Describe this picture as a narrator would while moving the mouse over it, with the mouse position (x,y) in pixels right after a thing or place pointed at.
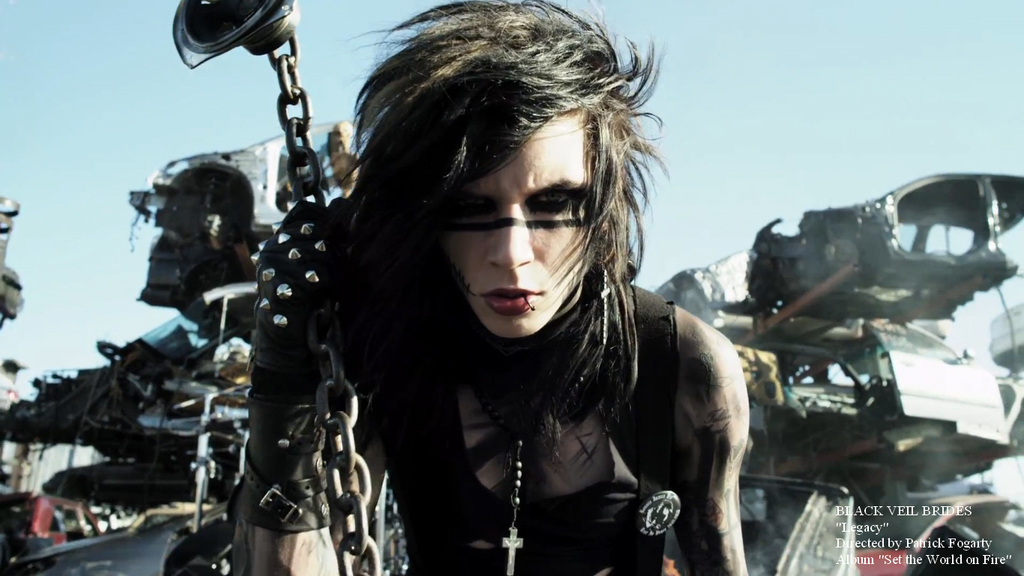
In this image in the center (449,347) there is a person (473,368) holding a chain (335,376). In the background (930,288) there is a Scrap (823,353).
